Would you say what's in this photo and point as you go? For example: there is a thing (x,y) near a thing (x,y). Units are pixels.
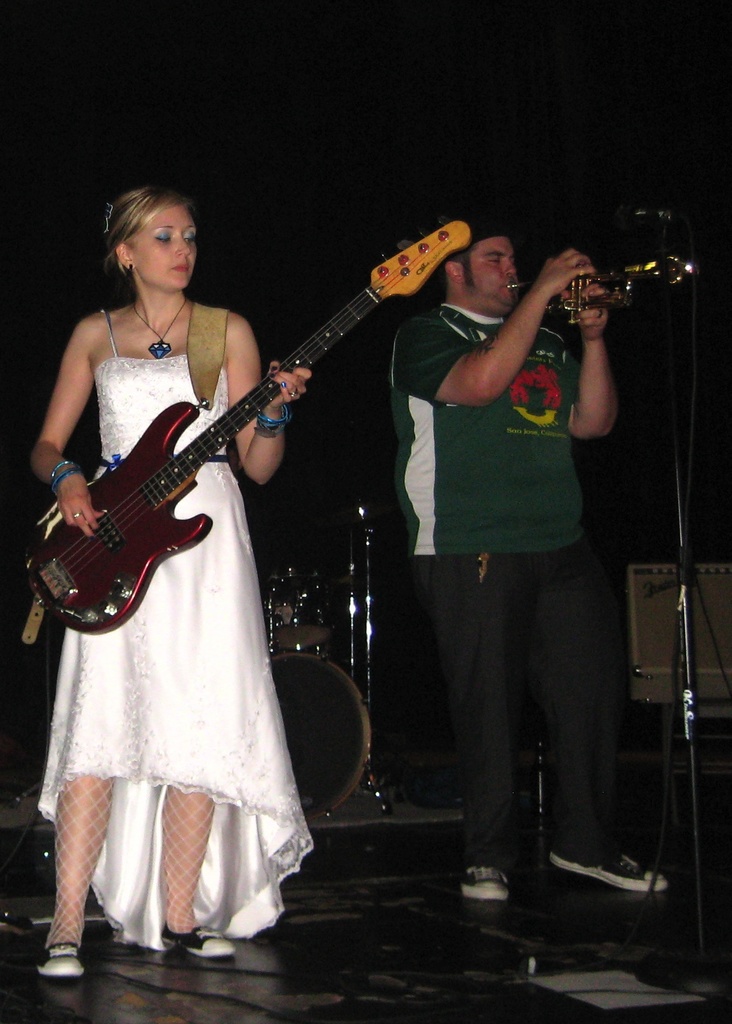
This image is clicked in a musical concert. There are two people (469,739) in this image. One is woman (247,670) another one is man (457,622). Both are holding musical instruments (60,538) and they are playing that. There is mike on the right side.
